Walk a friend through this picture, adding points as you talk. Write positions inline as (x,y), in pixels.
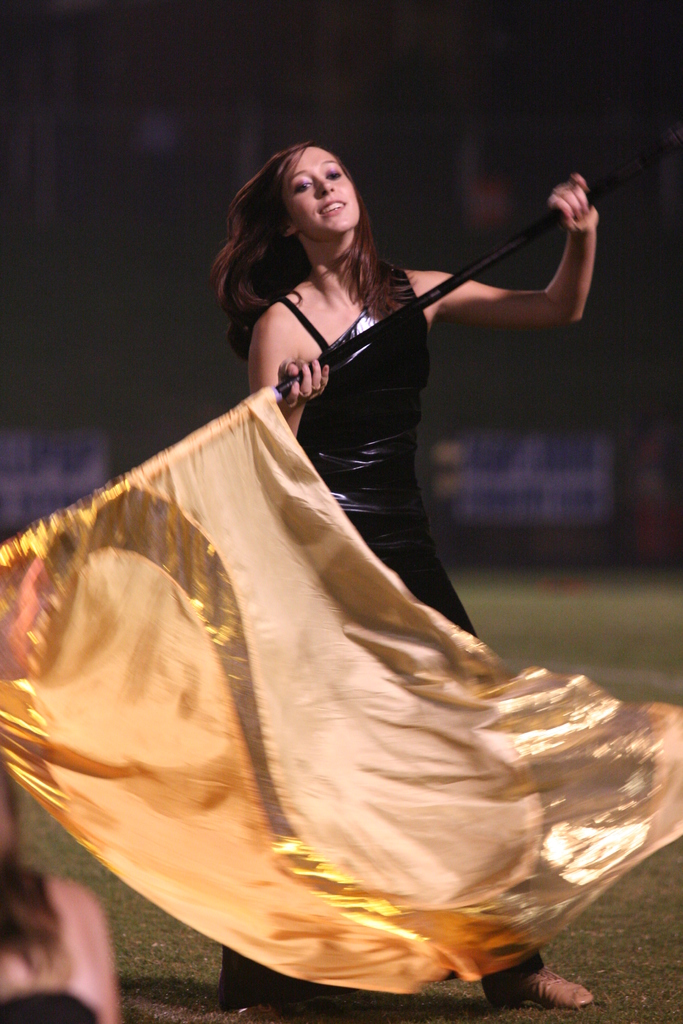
In this picture there is a woman (343,215) who is wearing black dress (399,399) and holding a flag (225,698). On the bottom left corner (60,924) there is another girl (49,899). On the background (682,663) we can see ground (561,598). On the top (98,14) there is a darkness (441,46).
